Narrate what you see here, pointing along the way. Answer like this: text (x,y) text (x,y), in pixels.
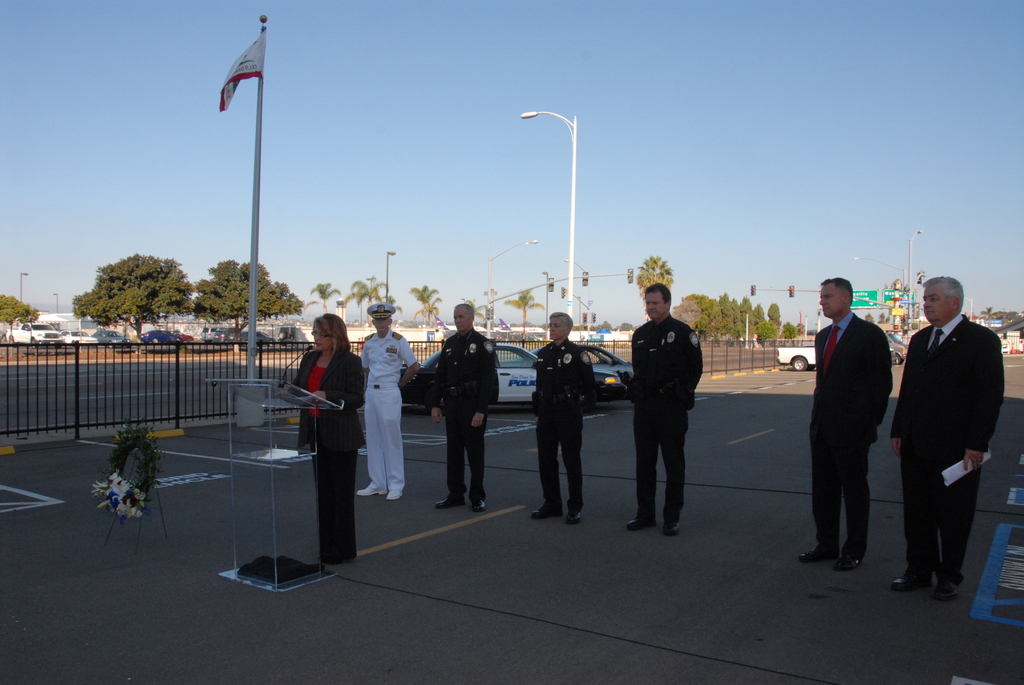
In this image we can see a group of people (358,392) standing on the road (560,532), in front (322,389) here a woman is standing, here is the podium (260,389), here is the microphone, there are cars (82,335) travelling on the road (1015,357), there are trees (218,318), there is the flag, there is the street light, at above here is the sky (684,135).
